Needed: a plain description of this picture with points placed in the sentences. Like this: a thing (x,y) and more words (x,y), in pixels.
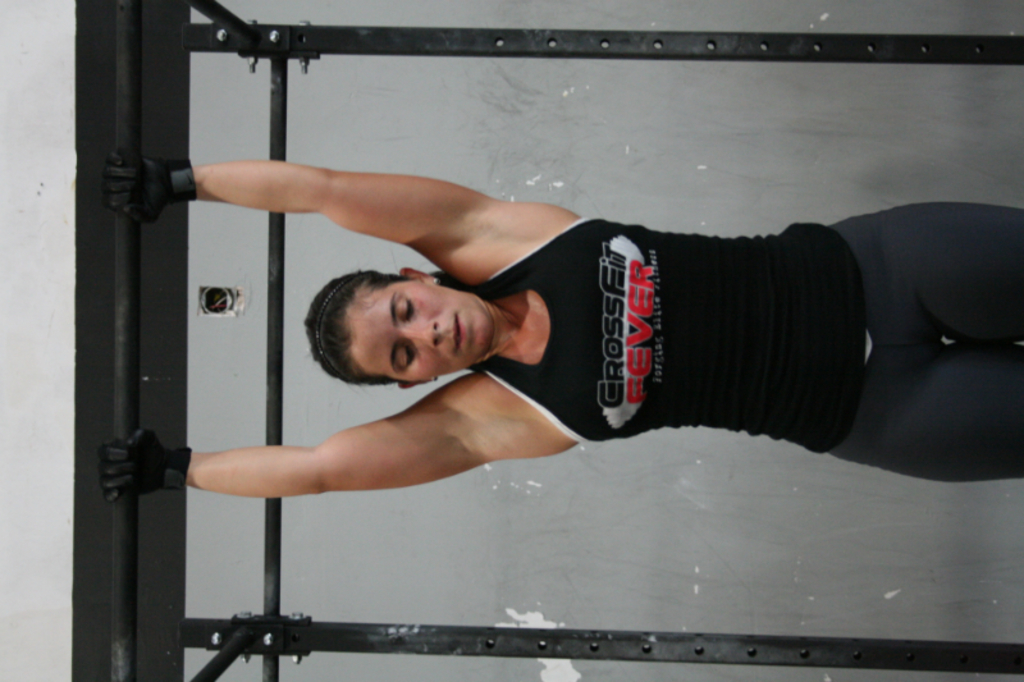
In this image I can see a person (244,176) standing wearing black color dress (564,344) and holding a pole (128,249). Background (736,175) I can see the wall (539,143) in gray color.
